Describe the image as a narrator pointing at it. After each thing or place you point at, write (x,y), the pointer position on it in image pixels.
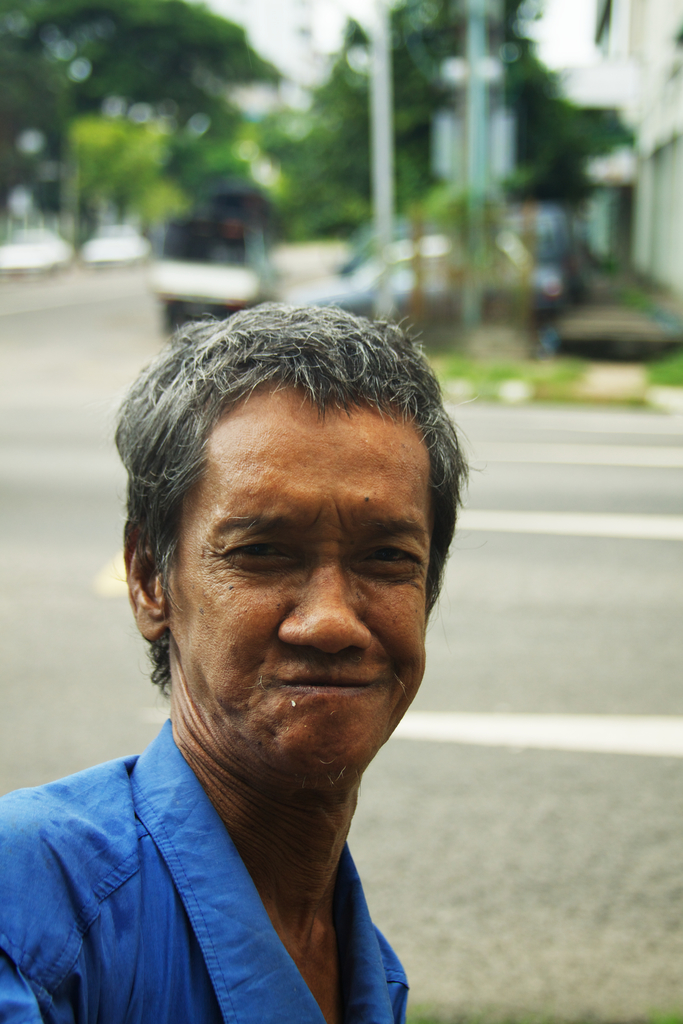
In this image I can see a person (121,805) wearing blue color shirt (123,882). Back I can see trees (336,209) and buildings (297,70) and it is blurred.
